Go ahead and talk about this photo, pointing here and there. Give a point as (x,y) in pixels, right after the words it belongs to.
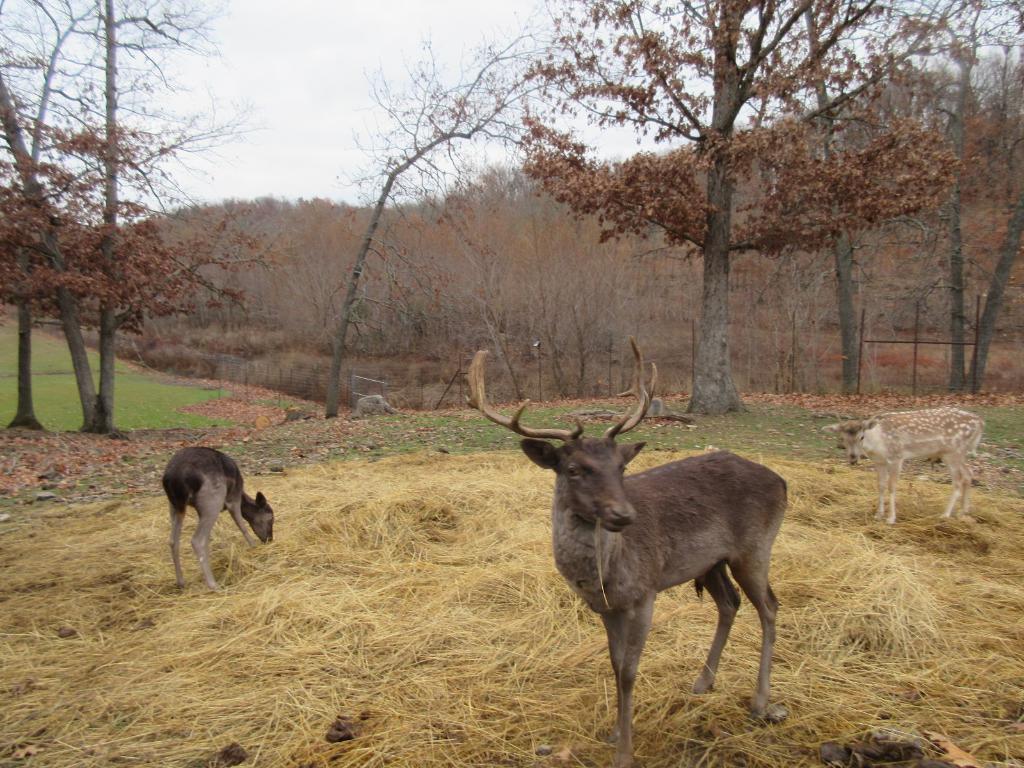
In the image there are three deer (603,445) and one of them is eating grass (369,570), behind the deer (228,461) there are many tall trees (512,285) and most of them are dried and on the left side (126,386) there is a land (61,353) covered with grass (139,373).
